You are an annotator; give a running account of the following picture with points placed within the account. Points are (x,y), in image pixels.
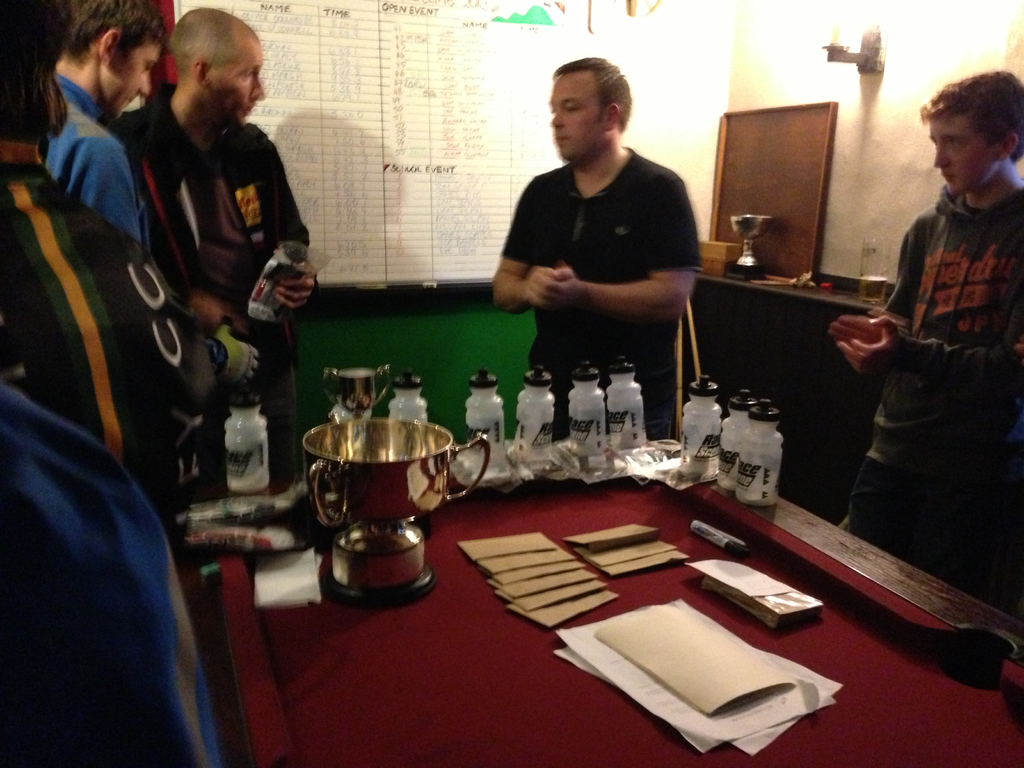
In this picture there are several people (216,282) standing around the table (879,624) and containers (761,412) and envelopes (720,660) on top of it. In the background (445,83) we observe a white board (443,172) and a brown color table (784,356) on top of which objects (722,249) are placed.
